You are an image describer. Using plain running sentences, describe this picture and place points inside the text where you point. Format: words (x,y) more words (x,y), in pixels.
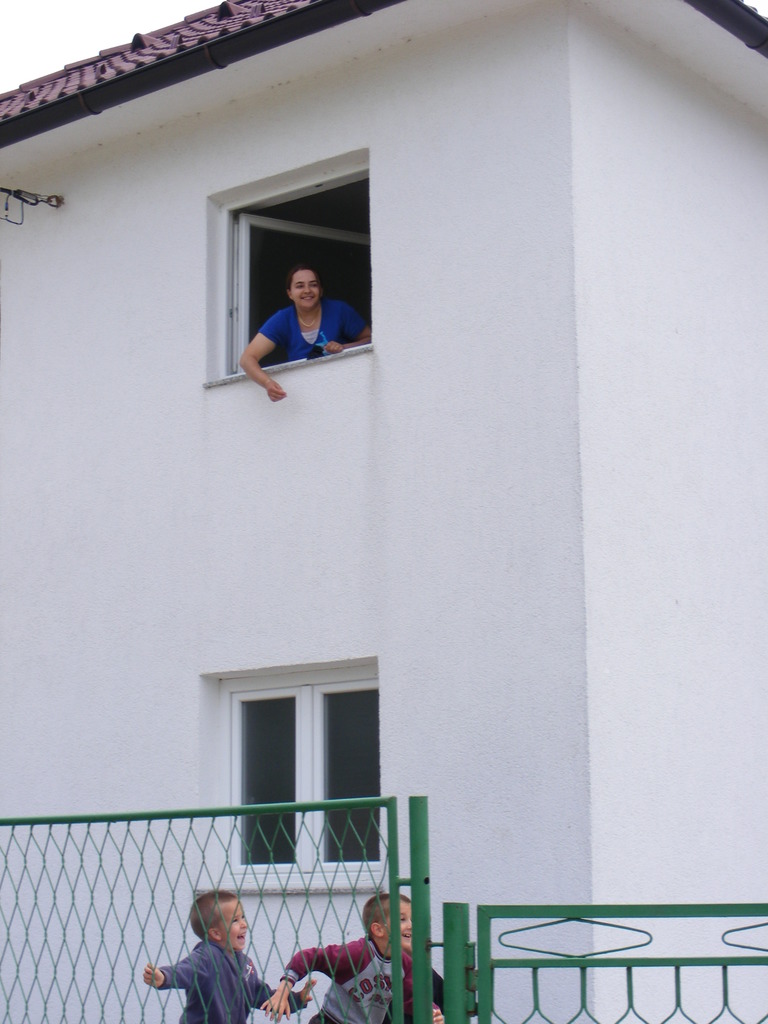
In this image I can see white colour building (376,441), windows (343,816), green colour gate (464,979) and I can also see two children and a woman (315,293) over here. I can also see smile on their faces (239,906).
